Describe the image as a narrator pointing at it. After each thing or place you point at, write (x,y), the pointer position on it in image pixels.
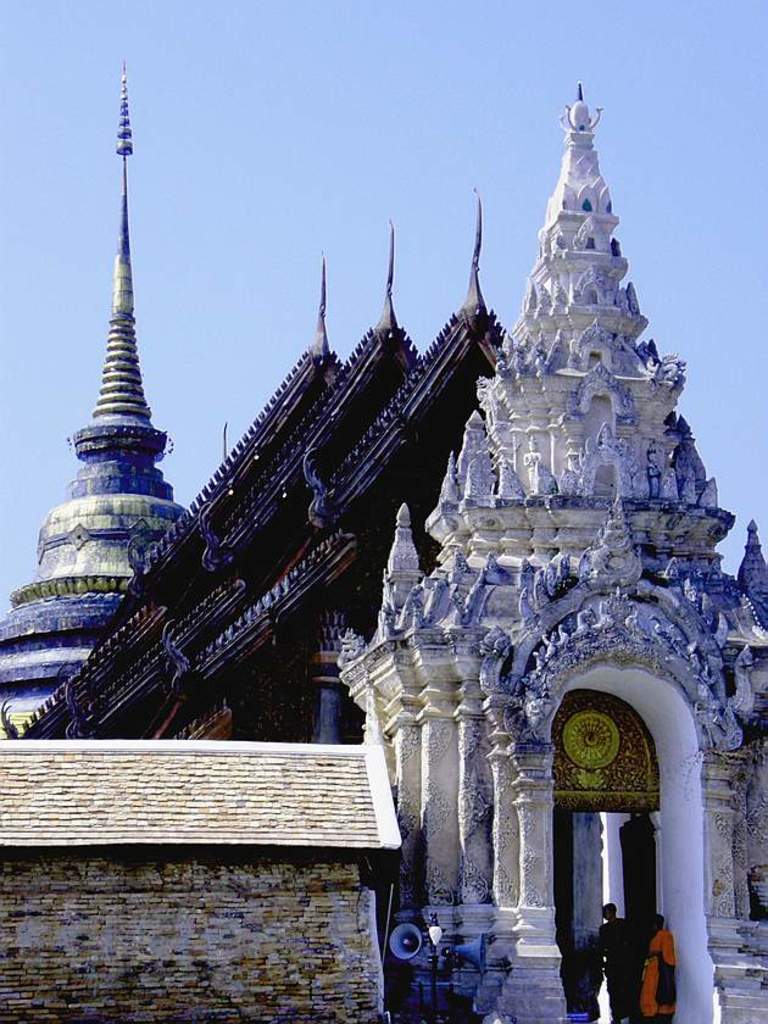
In this image we can see the buildings (500,651), there are some pillars (531,952), speaker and the wall (274,924), in the background (433,30), we can see the sky (300,45).
